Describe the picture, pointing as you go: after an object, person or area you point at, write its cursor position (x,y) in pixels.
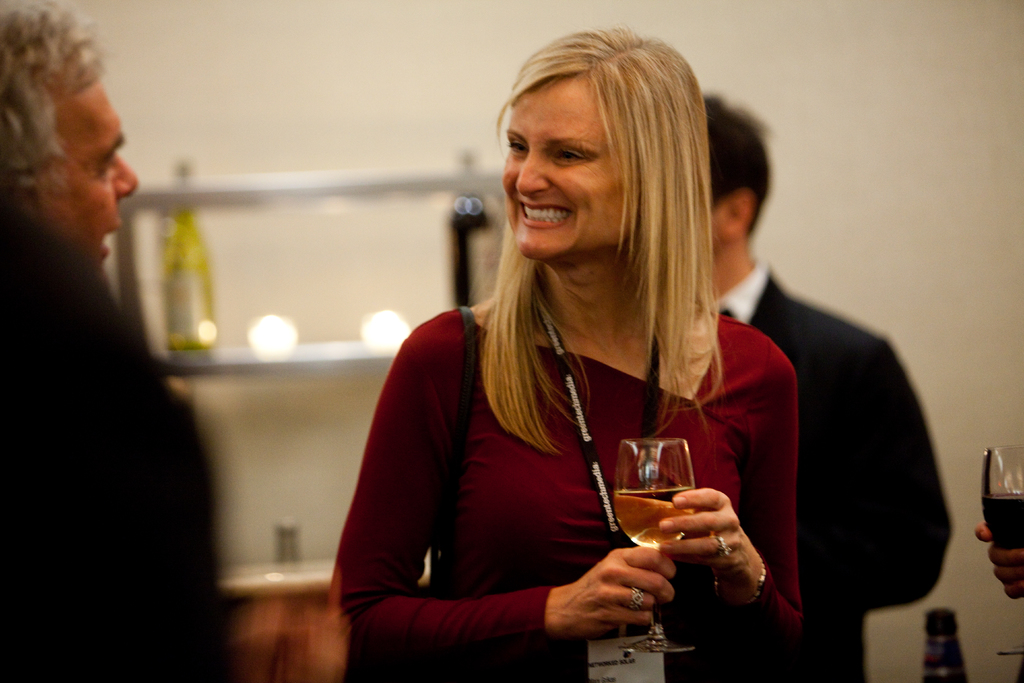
In this picture there is a lady (649,50) at the center of the image (412,367) by holding a juice glass (666,489) in her hands (699,507) she is laughing by seeing towards the left side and there is a man (191,594) who is standing at the left side of the image (6,280).
